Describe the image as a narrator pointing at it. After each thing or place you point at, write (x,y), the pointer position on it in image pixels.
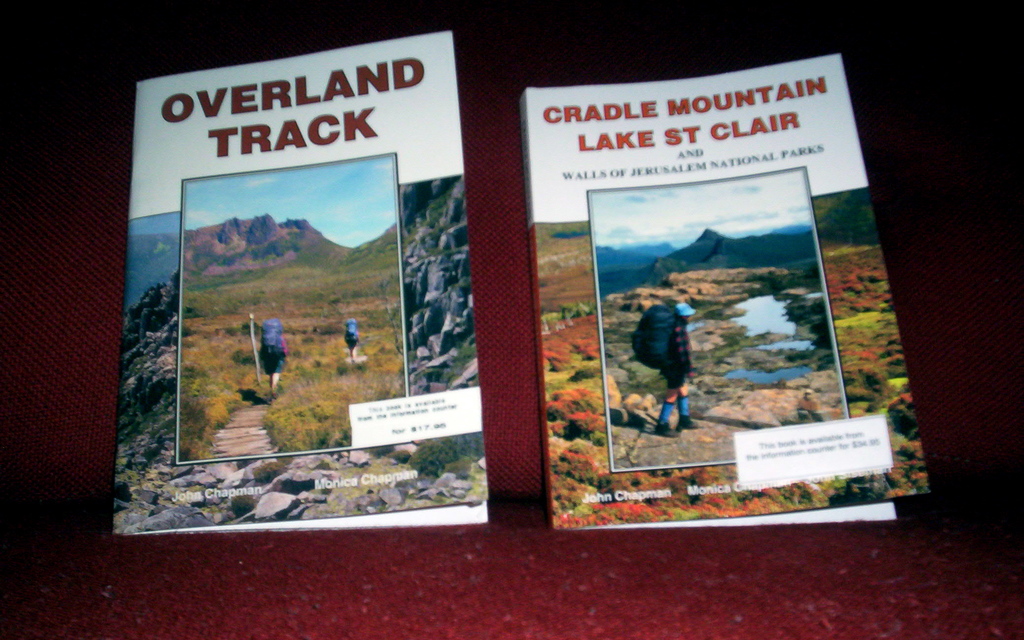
In this image there are two books (289,345) one beside the other. On the book cover page (660,338) we can see that there is a person (681,393) walking on the ground (625,391). In front of the person (690,312) there are hills (748,266) and small plants (789,295). At the top (686,115) there is some text (686,112).
